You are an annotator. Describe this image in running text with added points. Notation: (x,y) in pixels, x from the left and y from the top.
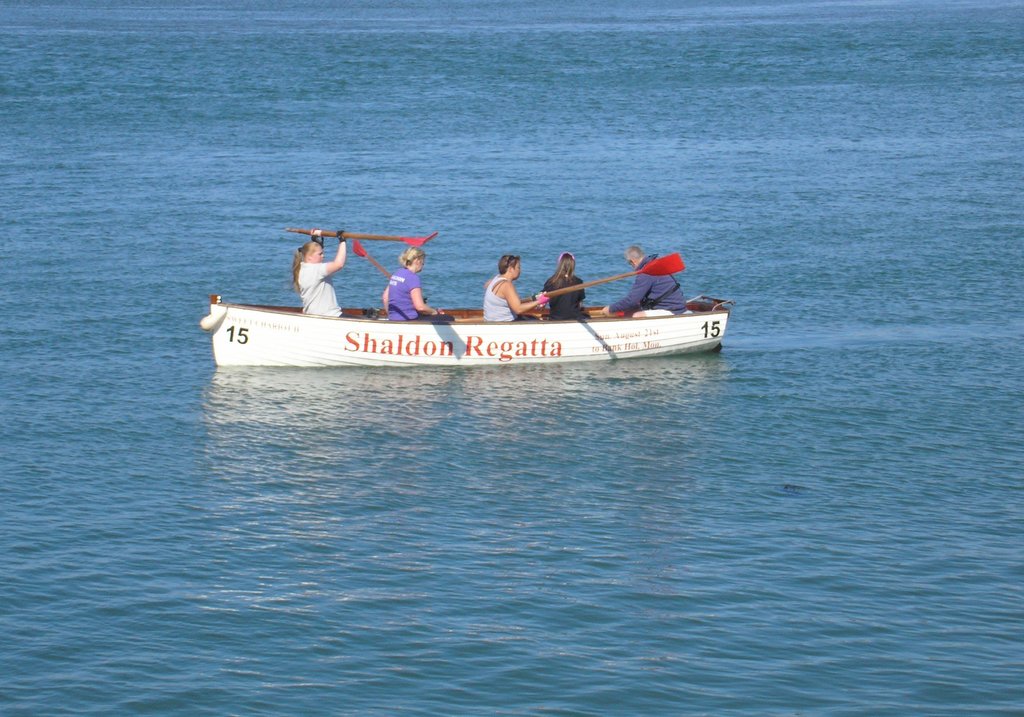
In this image there are a few people (311,256) holding some objects (562,293) in their hand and sitting in a boat (454,337), which is on the river (562,572).
